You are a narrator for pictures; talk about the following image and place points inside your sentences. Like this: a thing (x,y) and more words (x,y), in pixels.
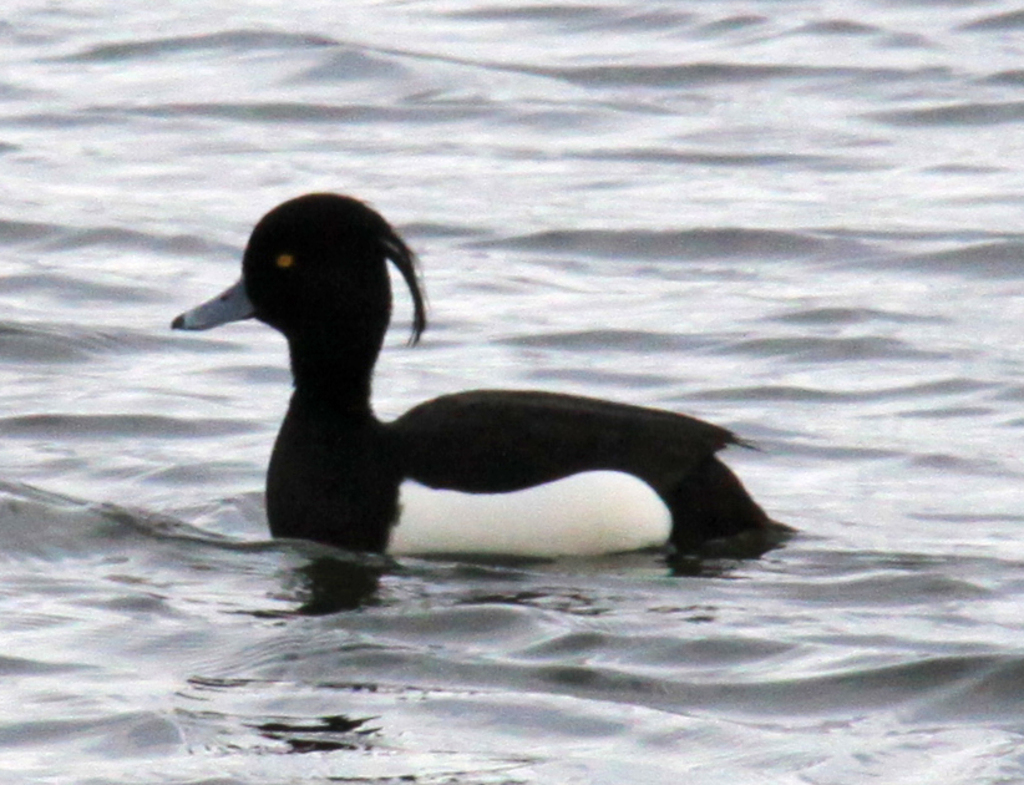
In this picture there is a tufted duck (497,411) which is in black and white color is on the water (603,564).
